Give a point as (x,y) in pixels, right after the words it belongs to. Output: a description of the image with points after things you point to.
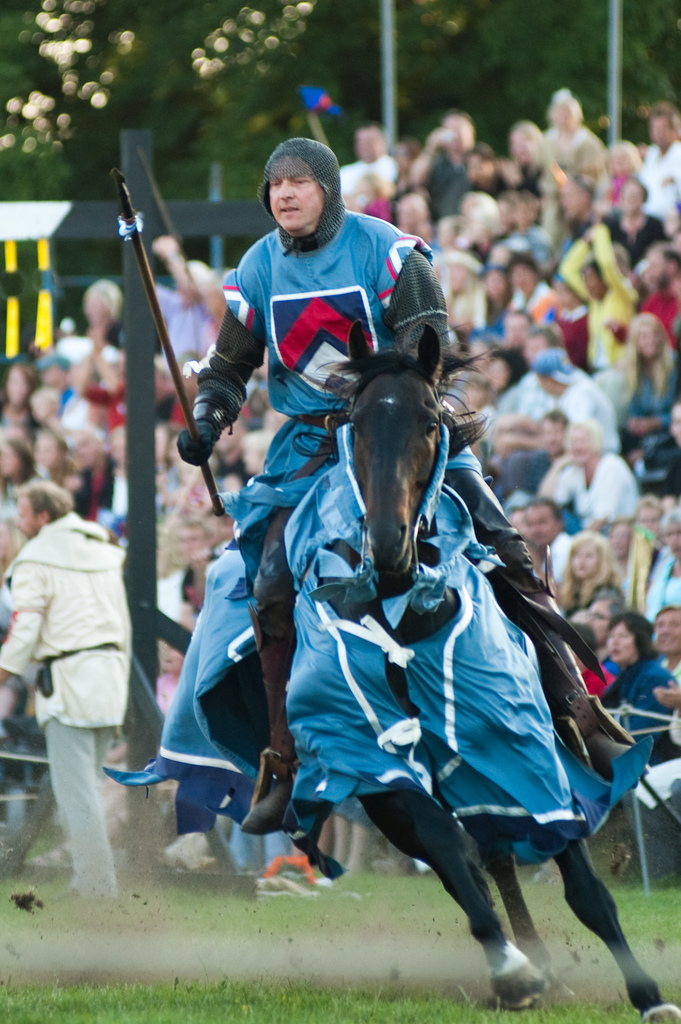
In this image I can see a man (282,432) is riding a horse (307,530). In the background (668,661) I can see few more people (674,608) are sitting. I can also see a tree (261,75).
